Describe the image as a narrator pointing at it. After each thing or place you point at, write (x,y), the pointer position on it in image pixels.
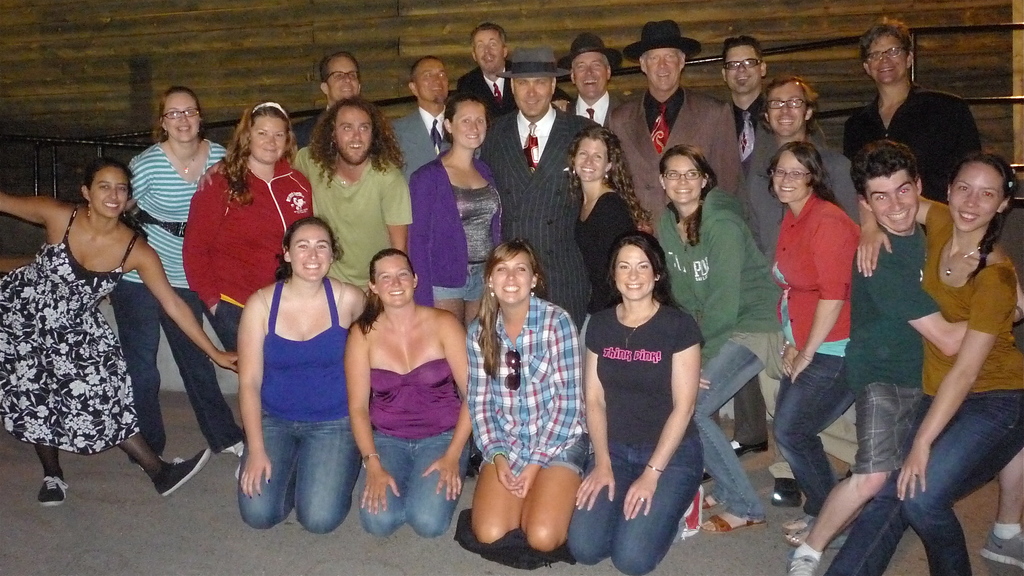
As we can see in the image, there are group of people (546,203) standing and kneel downing on floor (214,502). Behind them there is a wall (198,55).
